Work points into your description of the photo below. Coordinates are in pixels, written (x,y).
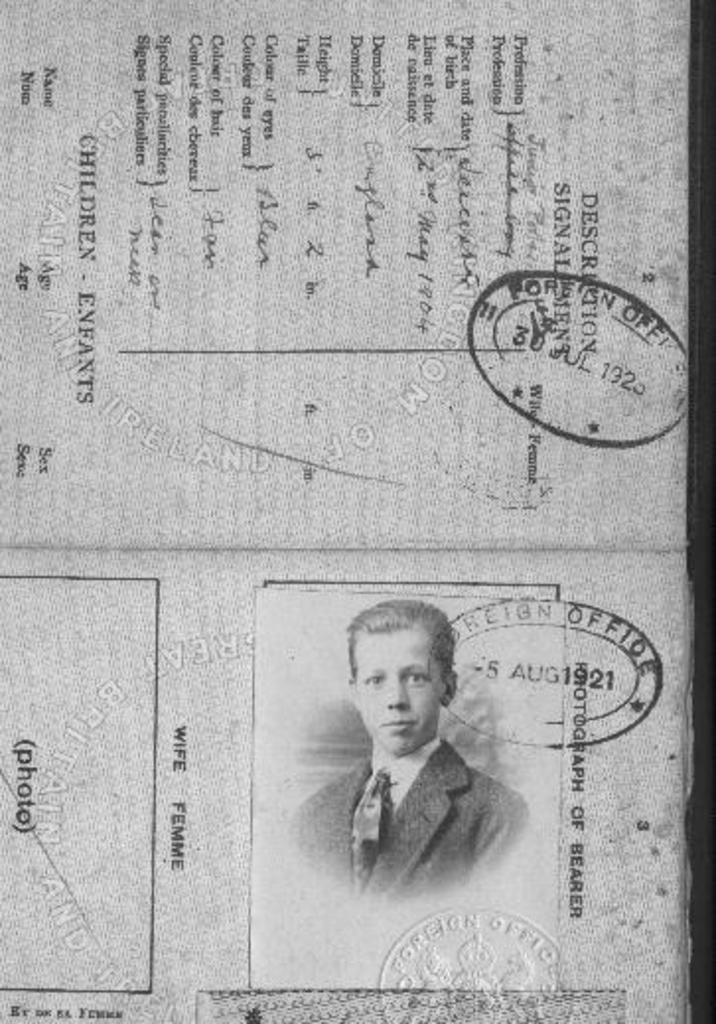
In this image I can see the paper (373,289). On the paper (348,254) I can see the text (368,235), stamps (539,699) and one person (327,815). It is in black and white color.
